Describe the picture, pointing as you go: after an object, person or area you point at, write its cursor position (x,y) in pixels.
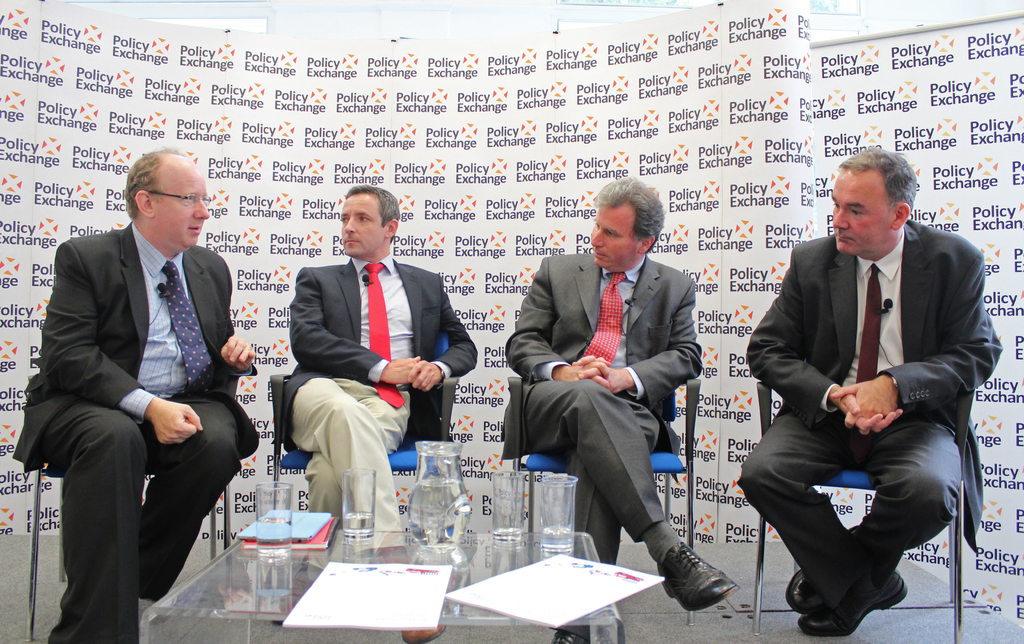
In the image we can see there are people (527,382) who are sitting on chair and on table (371,543) there is a jug (445,478), glasses (500,490).
